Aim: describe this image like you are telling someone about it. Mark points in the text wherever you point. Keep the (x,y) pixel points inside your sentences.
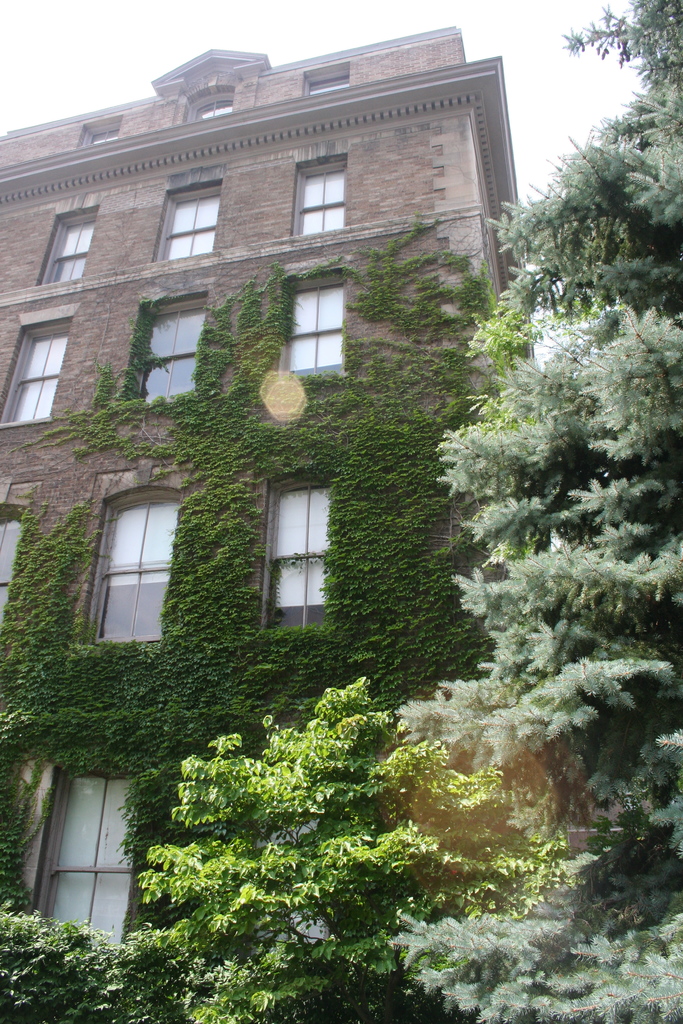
This is a building (188,275) with windows (155,530). These are the trees (610,660) with branches (623,152) and leaves (302,910).
